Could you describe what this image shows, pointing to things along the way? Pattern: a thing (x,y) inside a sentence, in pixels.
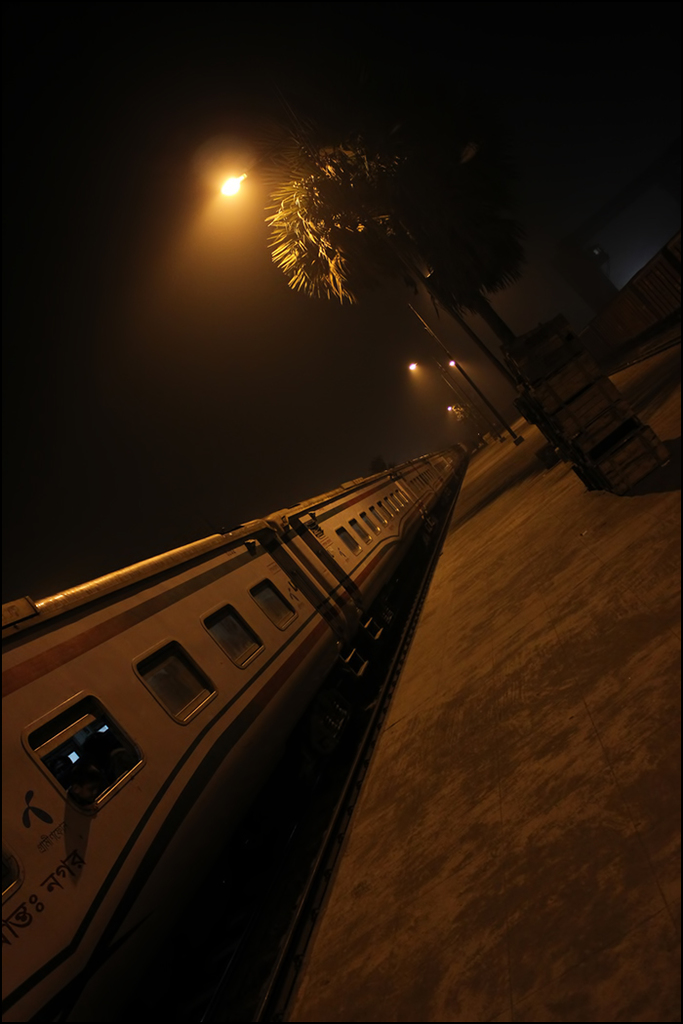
In this image there is the sky (70,471) towards the top of the image (131,209), there is ground (482,575) towards the bottom of the image (658,722), there is a railway track (270,969) towards the bottom of the image (291,891), there is a train (242,801) towards the left of the image (104,735), there are objects (548,372) on the ground (534,524), there is a tree (420,201), there are poles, there are lights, there is an object (644,281) towards the right of the image (646,291).
